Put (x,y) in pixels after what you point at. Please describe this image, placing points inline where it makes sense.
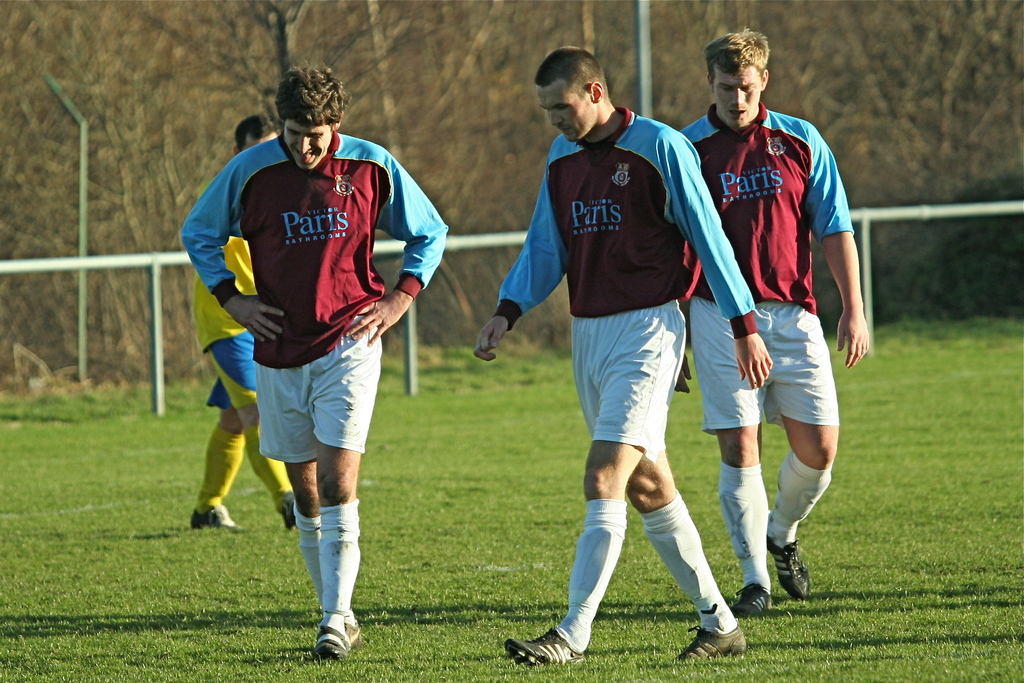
In this image there are players (621,340) walking on a ground (374,519), in the background (915,210) there is an iron railing (957,207) and there are trees (103,72) and it is blurred.
